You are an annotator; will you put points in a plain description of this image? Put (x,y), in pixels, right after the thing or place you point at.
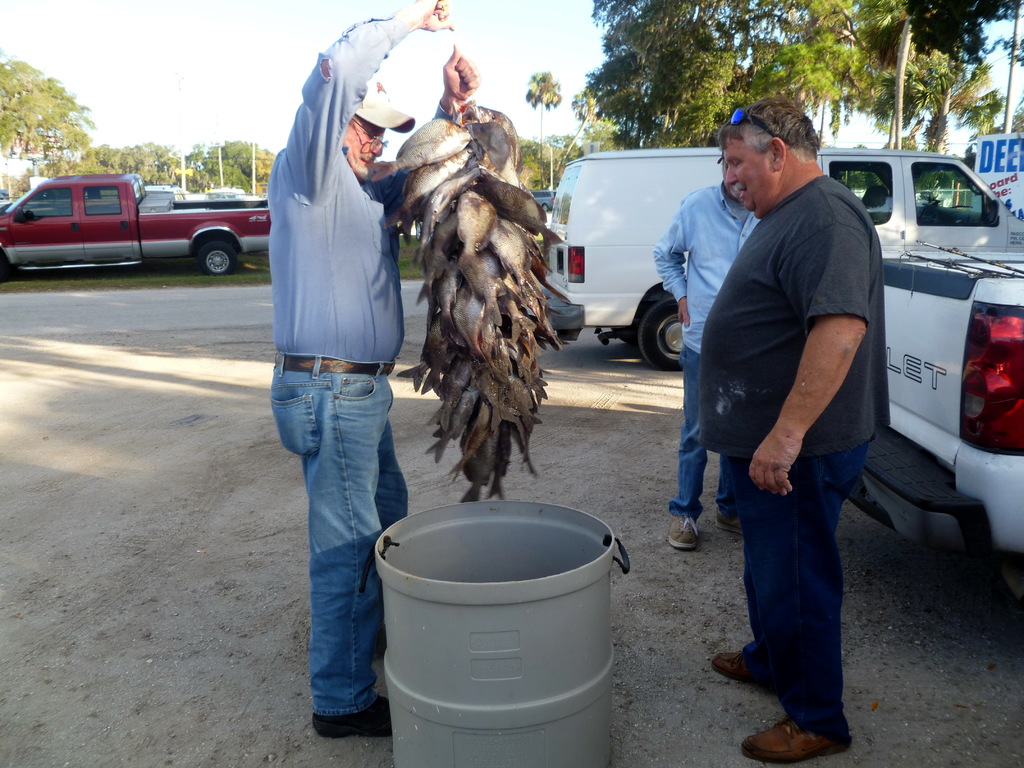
In this image, we can see three people (754,551) are standing on the ground (145,704). In the middle of the image (382,472), a person (325,262) is holding a bunch of fishes (472,126) with the help of rope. At the bottom (512,691), there is a basket (495,670). Background (185,324) we can see so many vehicles (1014,519), trees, poles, road (232,295). Right side of the image (1000,172), there is a board (1006,168).
